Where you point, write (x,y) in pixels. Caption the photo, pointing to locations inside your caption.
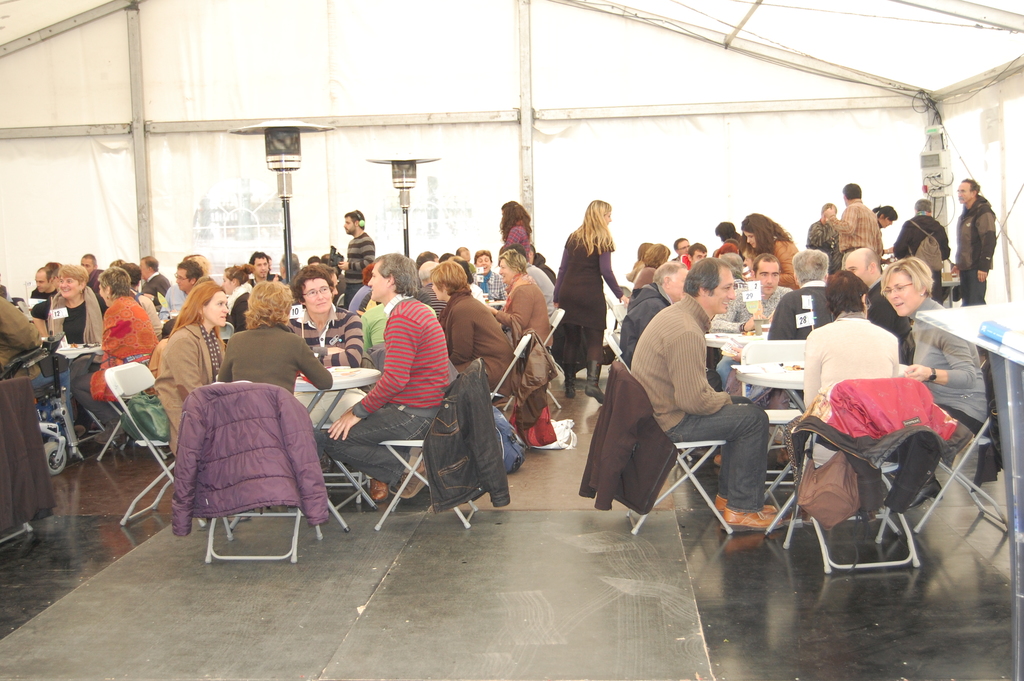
The picture looks like it is taken in a restaurant (569,599). In the background (751,85) there is tent (145,139). On the right (1005,350) there is a table (1007,384). There are tables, chairs (499,376) and people (433,267) seated all over.
